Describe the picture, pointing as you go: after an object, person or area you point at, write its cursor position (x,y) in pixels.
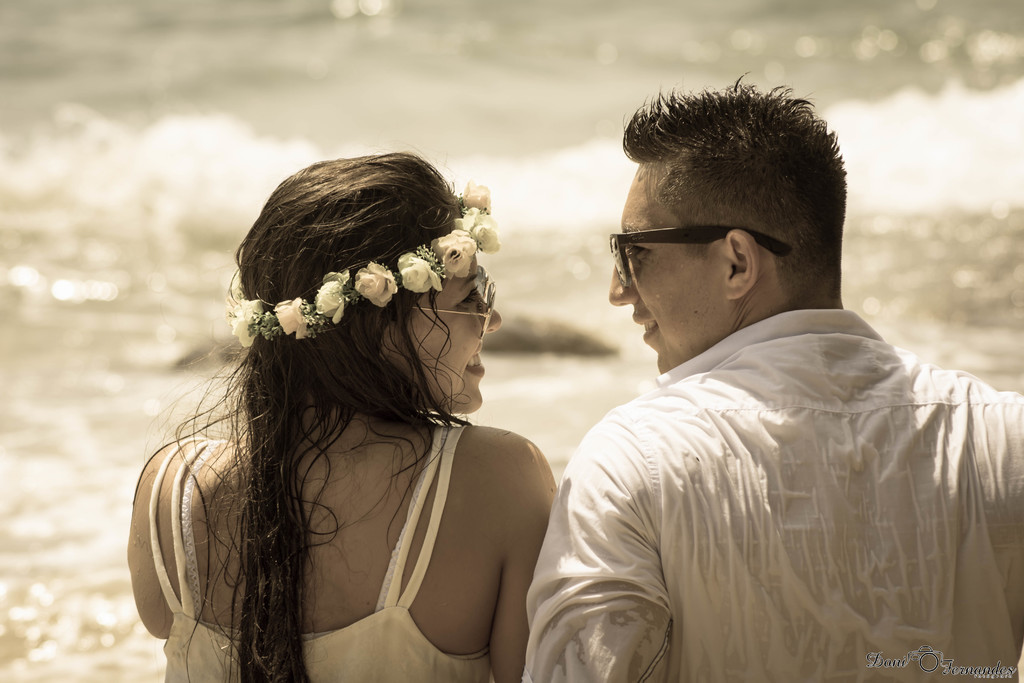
In this picture I can see a woman (320,402) and a man (649,406) in front (720,301) and I see that both of them are smiling and wearing shades (649,238) and I can see a tiara (254,315) on the head (353,237) of the woman (308,216). In the background (95,339) I can see the water (537,288) and I see that it is blurred.
